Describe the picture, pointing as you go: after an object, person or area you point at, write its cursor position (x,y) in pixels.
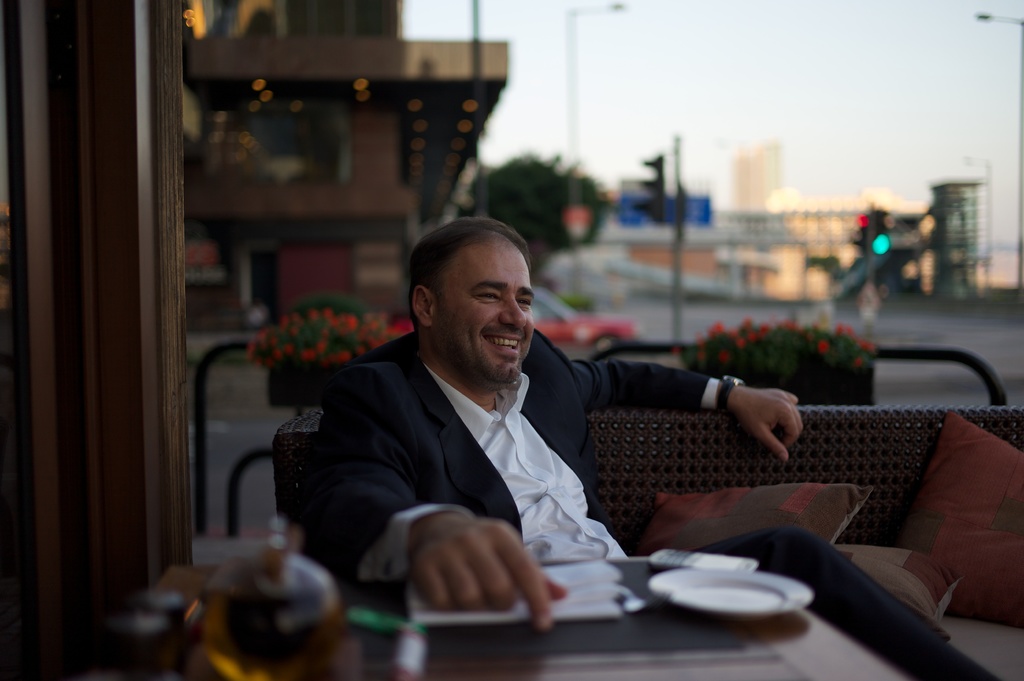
A man (538,615) is sitting on the sofa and resting his hands (556,586) on a dining table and he is smiling behind him there is a vehicle (560,336) moving on the road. It's a building (429,196) and there is a traffic signal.
